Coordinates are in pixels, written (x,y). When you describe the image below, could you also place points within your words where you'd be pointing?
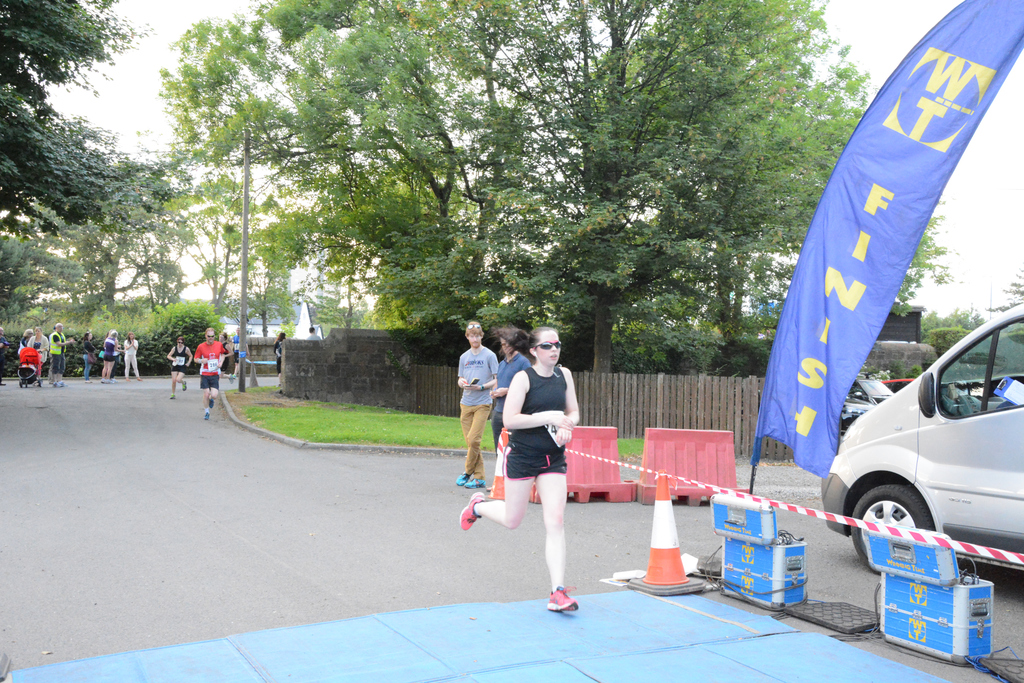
In this picture there are three people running and there are group of people (478,455) standing and there are buildings (234,330) and trees (419,55). In the foreground (671,505) there is a wooden railing (753,392) and there are objects (700,440) and there is a flag (915,61) on the road (684,532) and there are vehicles (959,435) on the road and there is text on the flag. At the top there is sky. At the bottom (396,529) there is a road (396,529) and there is grass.
